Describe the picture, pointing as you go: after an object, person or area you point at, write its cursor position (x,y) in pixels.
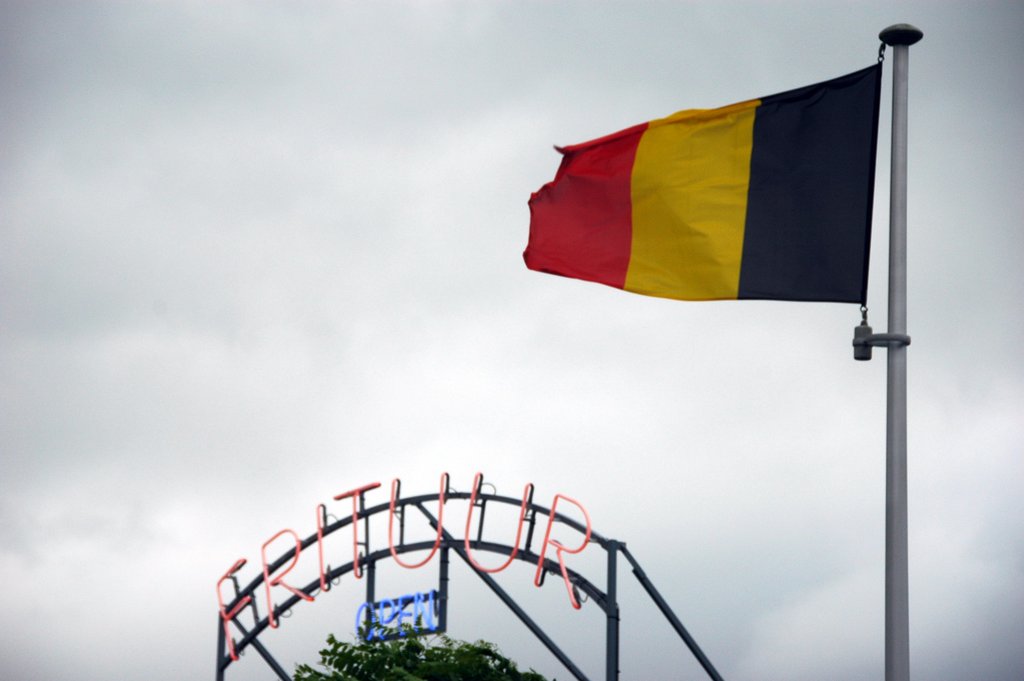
There is one name board (420,563) is present at the bottom of this image (549,549) and there is a flag (815,294) on the right side of this image (859,241). There is a sky (911,368) in the background (498,259).
